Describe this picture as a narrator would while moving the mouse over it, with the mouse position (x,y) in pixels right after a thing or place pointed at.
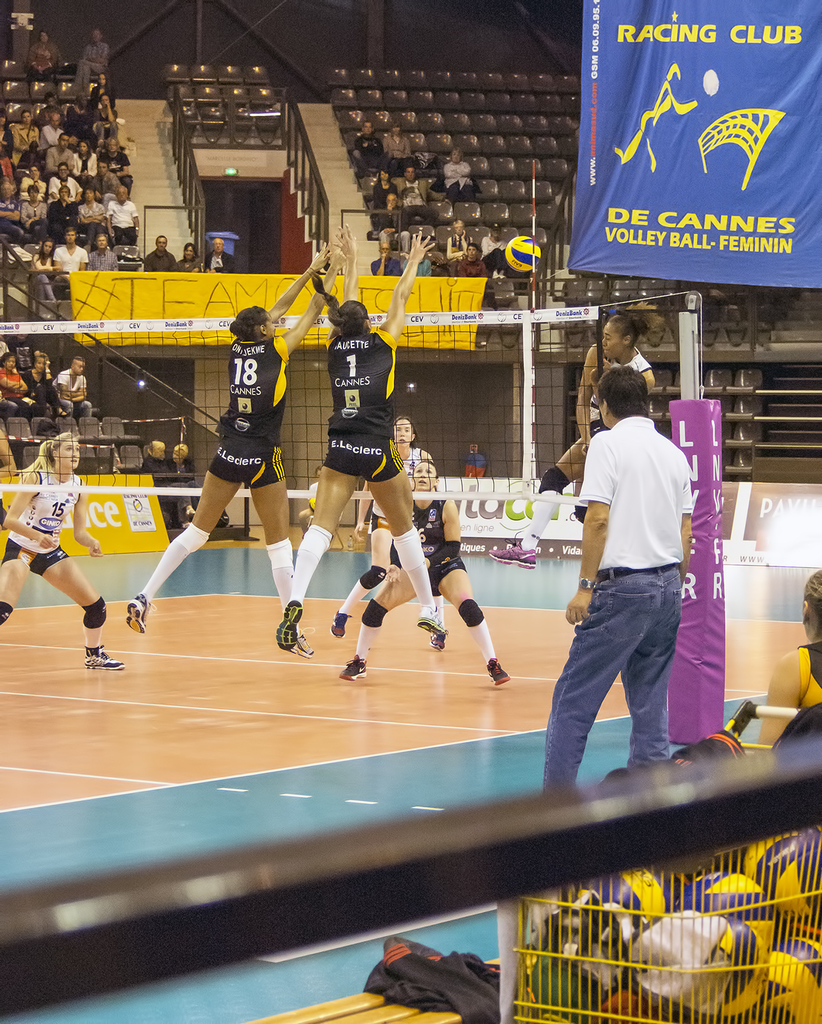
This image is clicked in a stadium (290,454). This looks like a volleyball court (123,671). There are some persons (449,253) sitting on chairs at the top (26,223). There are some persons (373,464) in the middle (373,464), who are playing match.
